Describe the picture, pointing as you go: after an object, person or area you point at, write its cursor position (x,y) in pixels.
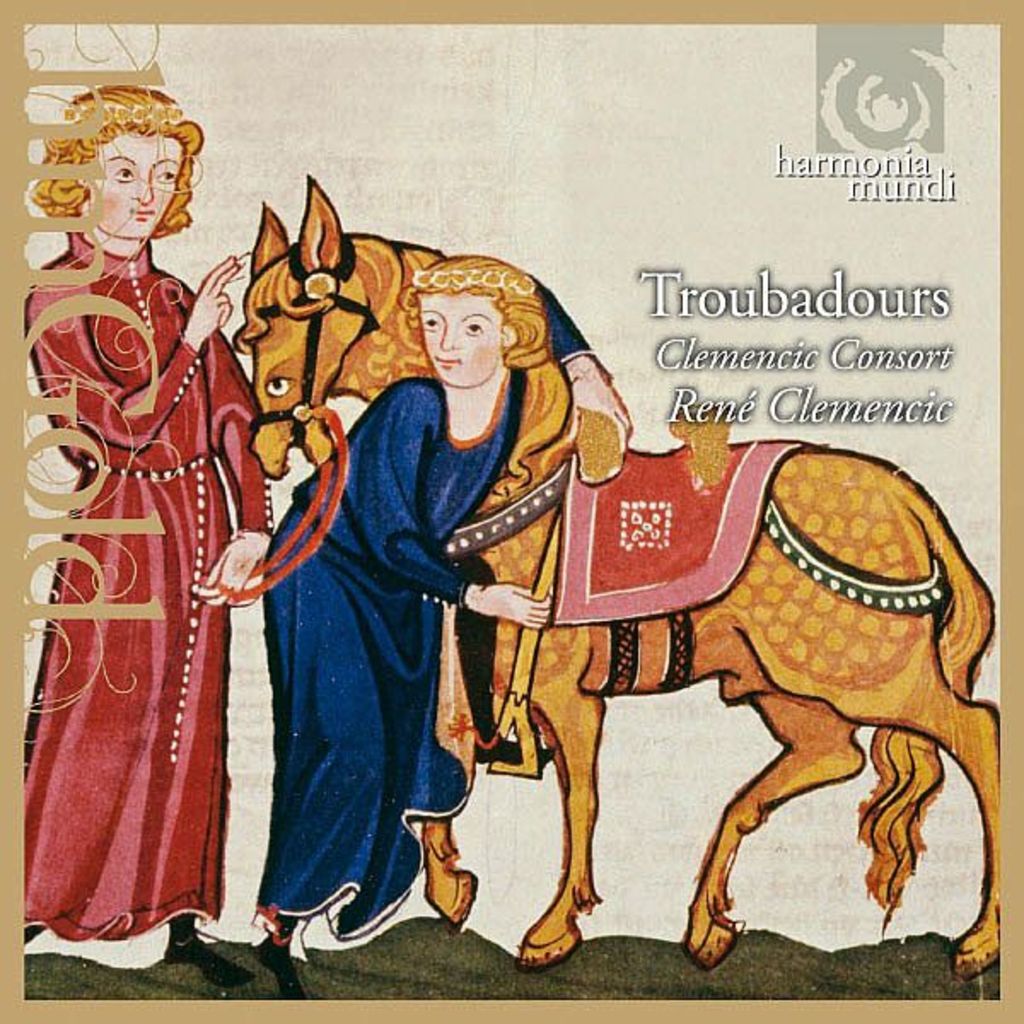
In this image I can see a cover page (466,536). There is some text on it.
